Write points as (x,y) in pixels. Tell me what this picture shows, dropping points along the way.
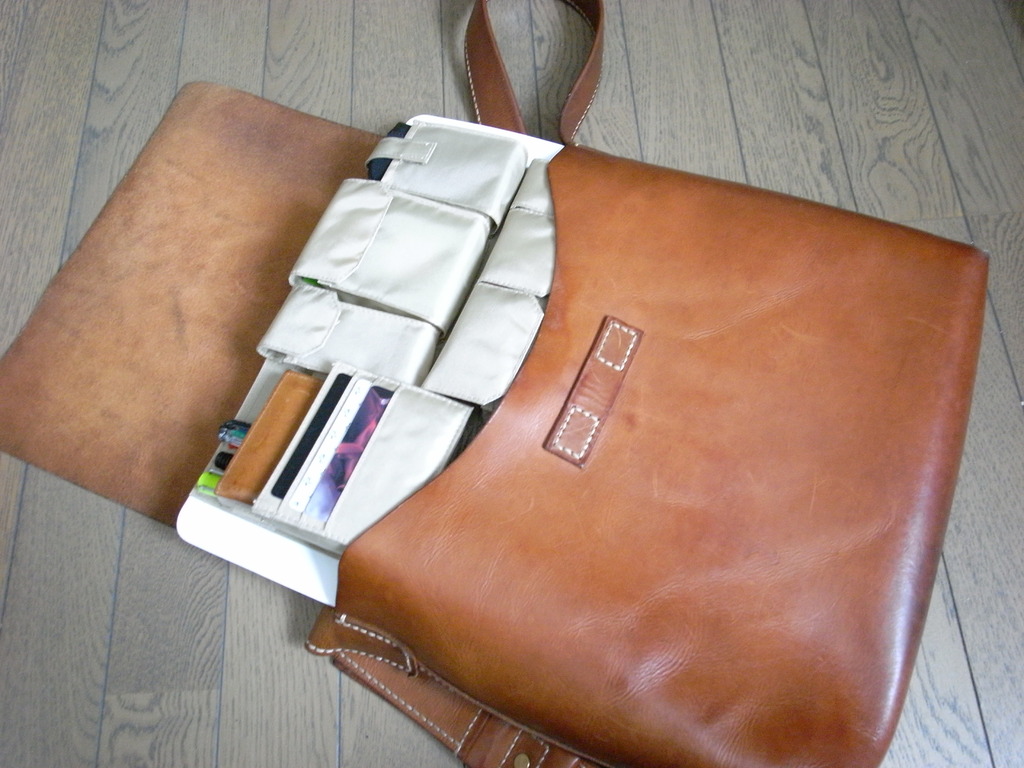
In this image, There is a floor (1018,237) on that floor (996,191) there is a bag (890,453) which is in brown color in that there are some white color objects (350,392).
